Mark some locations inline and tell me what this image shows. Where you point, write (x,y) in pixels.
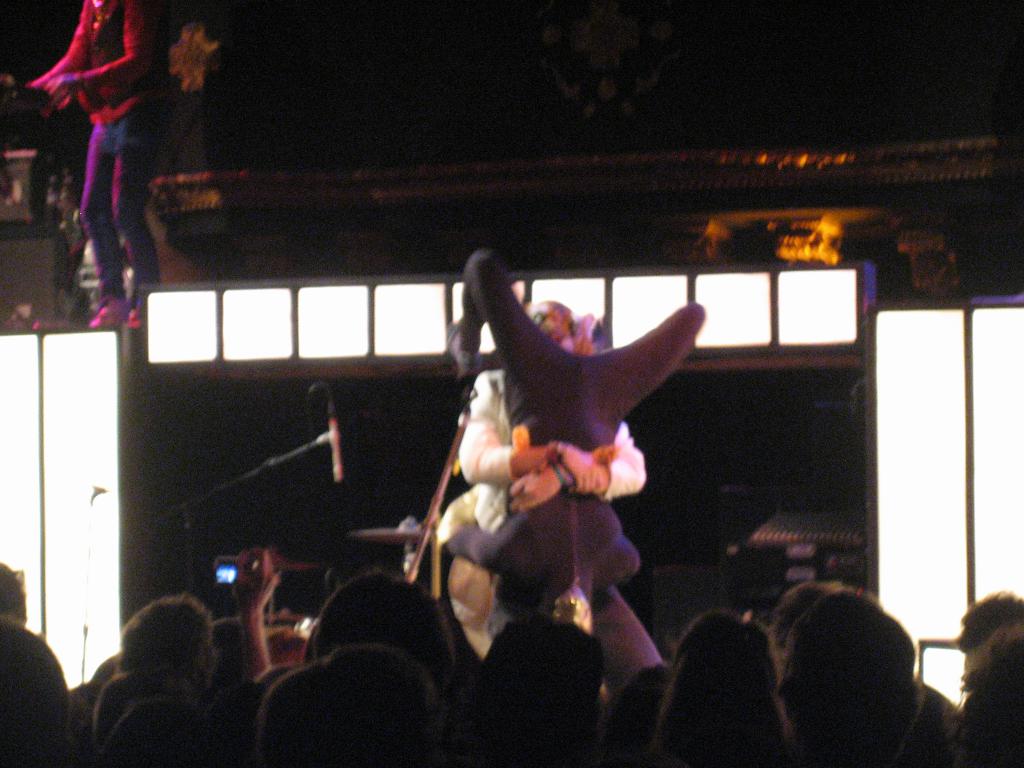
It is an ordinary photo, there is a person (540,447) holding another person (623,409) upside down and in front of them there is a huge crowd (105,677). Behind that picture, on the top left (113,138) there is another person (98,157).
